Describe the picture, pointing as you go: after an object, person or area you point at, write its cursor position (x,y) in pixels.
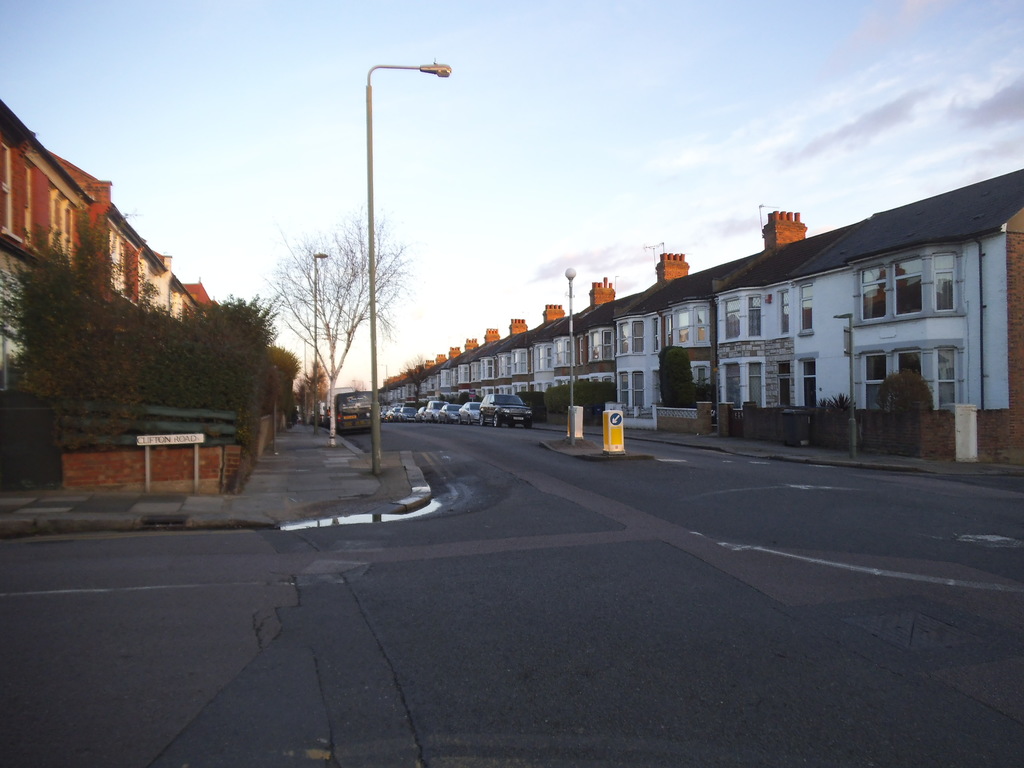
In this image we can see a road (581,593). To the both side of the road (600,521) cars (413,418) are parked and pavement (338,468) is there. Right and left side of the image (123,302) buildings (908,323) are present and on pavement (324,490) trees (347,346) are there and street lights (322,261) are present.
